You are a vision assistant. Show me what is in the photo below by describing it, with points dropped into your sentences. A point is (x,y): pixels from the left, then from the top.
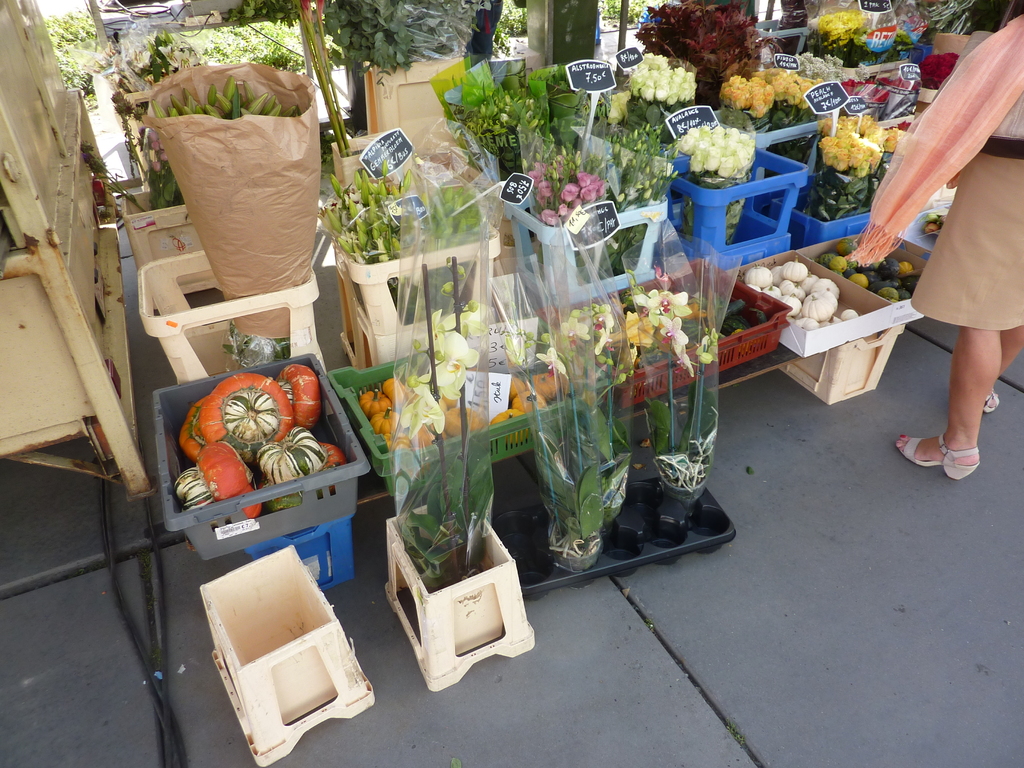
In the center of the image (562,446) there are flowers (888,91) and vegetables (279,443) in baskets (259,497). There is a lady (891,198) to the right side of the image (961,123).
